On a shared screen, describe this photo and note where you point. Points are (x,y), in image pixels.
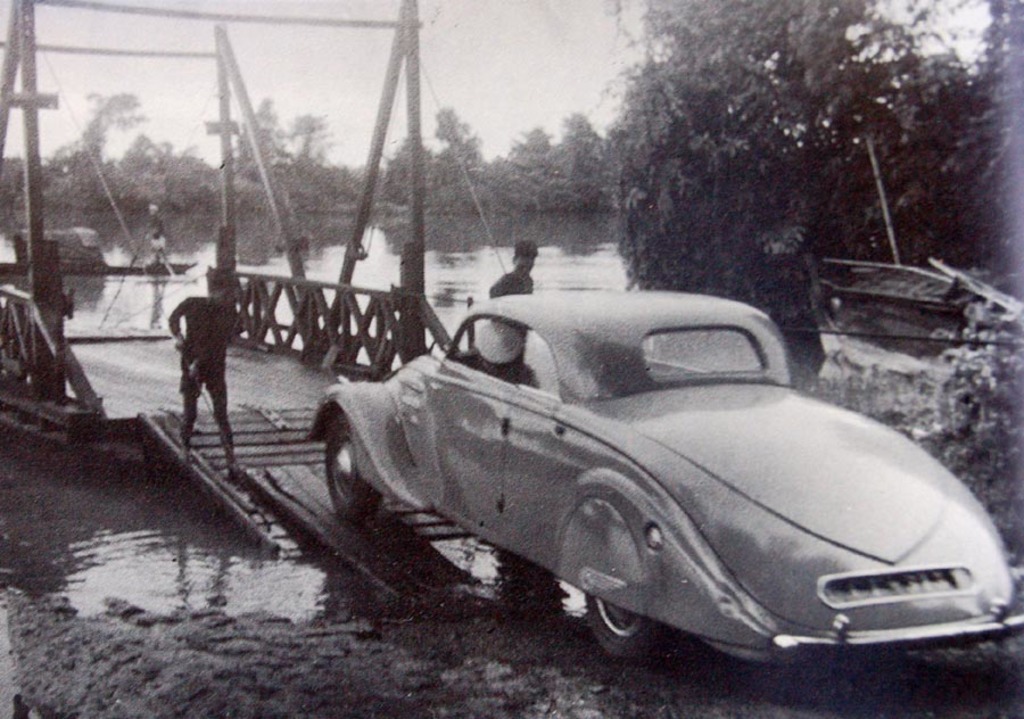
This is a black and white image. In this image we can see persons (227,322) standing on the walkway bridge (266,348), motor vehicle (371,432), water (126,255), person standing in the boat (93,250) and holding a stick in the hands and sky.
